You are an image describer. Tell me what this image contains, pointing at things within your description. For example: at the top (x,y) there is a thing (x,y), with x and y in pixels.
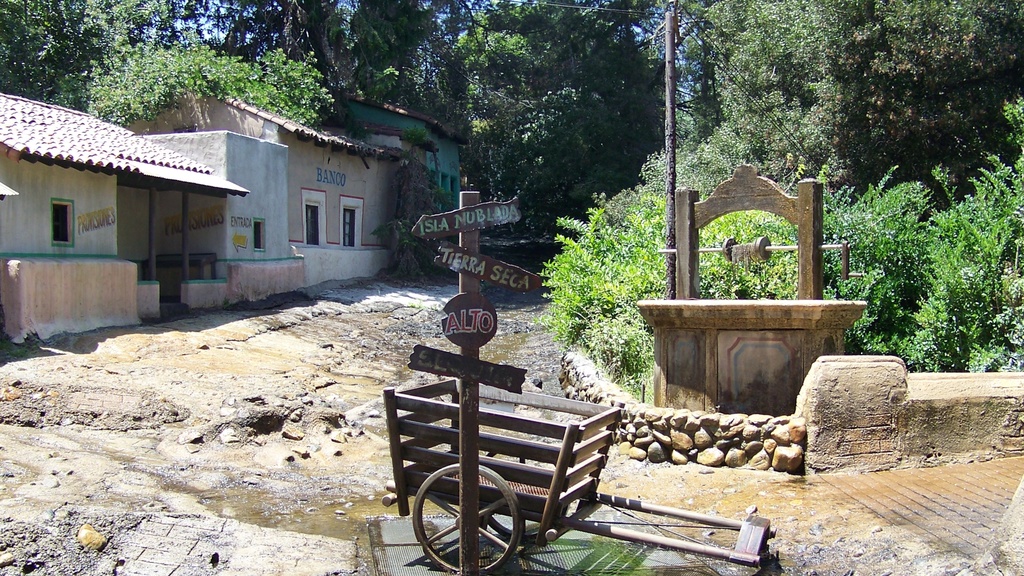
In this picture I can observe a pulling cart (443,458) in the middle of the picture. On the right side (742,372) I can observe well (810,301). On the left side (195,136) I can observe houses (290,153). In the background (618,78) there are trees (291,92).
